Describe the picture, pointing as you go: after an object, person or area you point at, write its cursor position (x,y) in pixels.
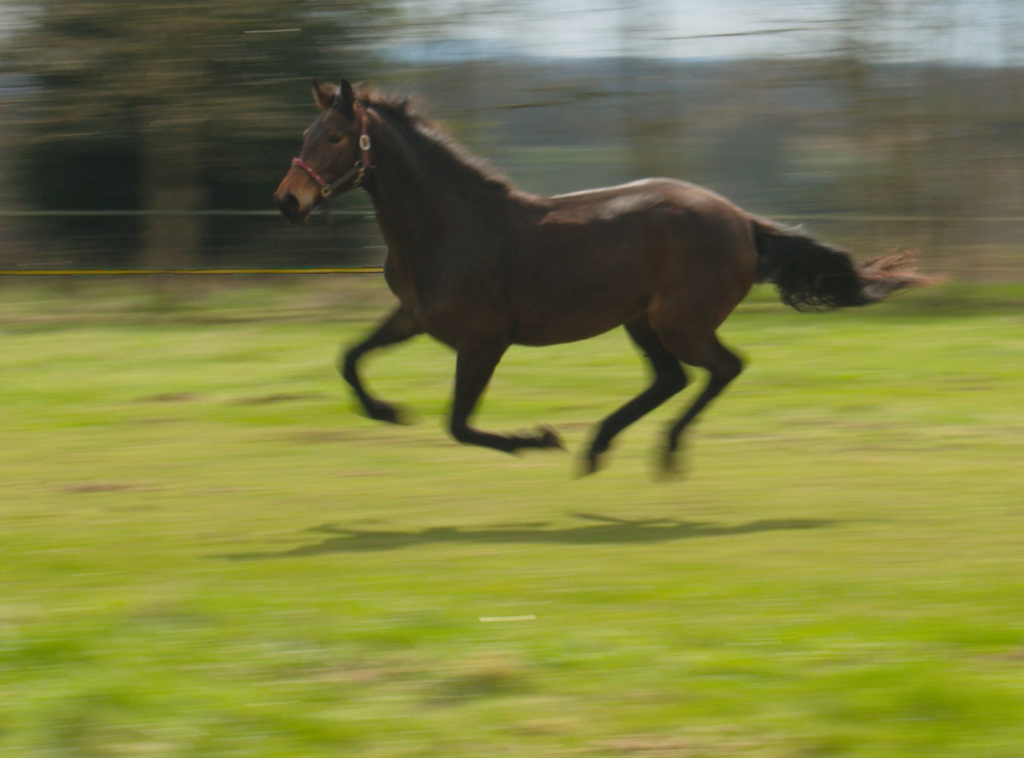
In this image there is the sky (700,18) towards the top of the image (658,23), there are trees (227,59), there is a fence (100,215), there is grass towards the bottom of the image (429,620), there is a horse (673,323) running, the background of the image (254,124) is blurred.
